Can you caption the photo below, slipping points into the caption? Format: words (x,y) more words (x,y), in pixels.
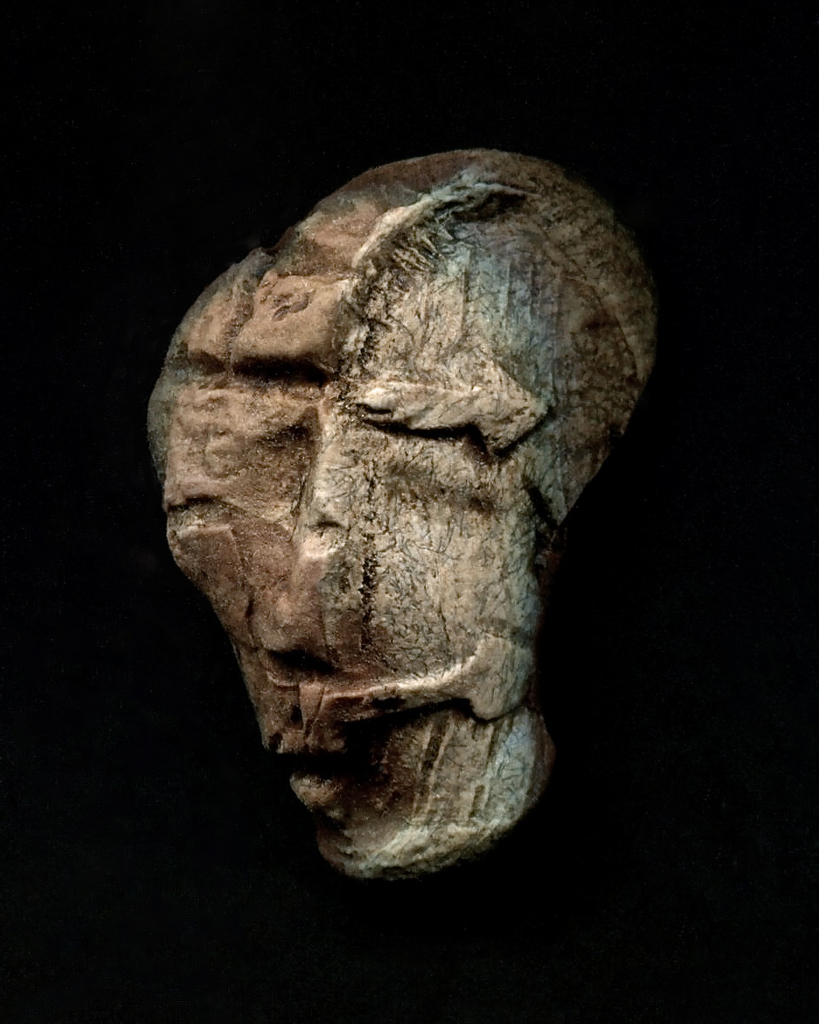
In the center of the image (382,482) there is an artifact (319,611) and the background (232,838) is in black color.
